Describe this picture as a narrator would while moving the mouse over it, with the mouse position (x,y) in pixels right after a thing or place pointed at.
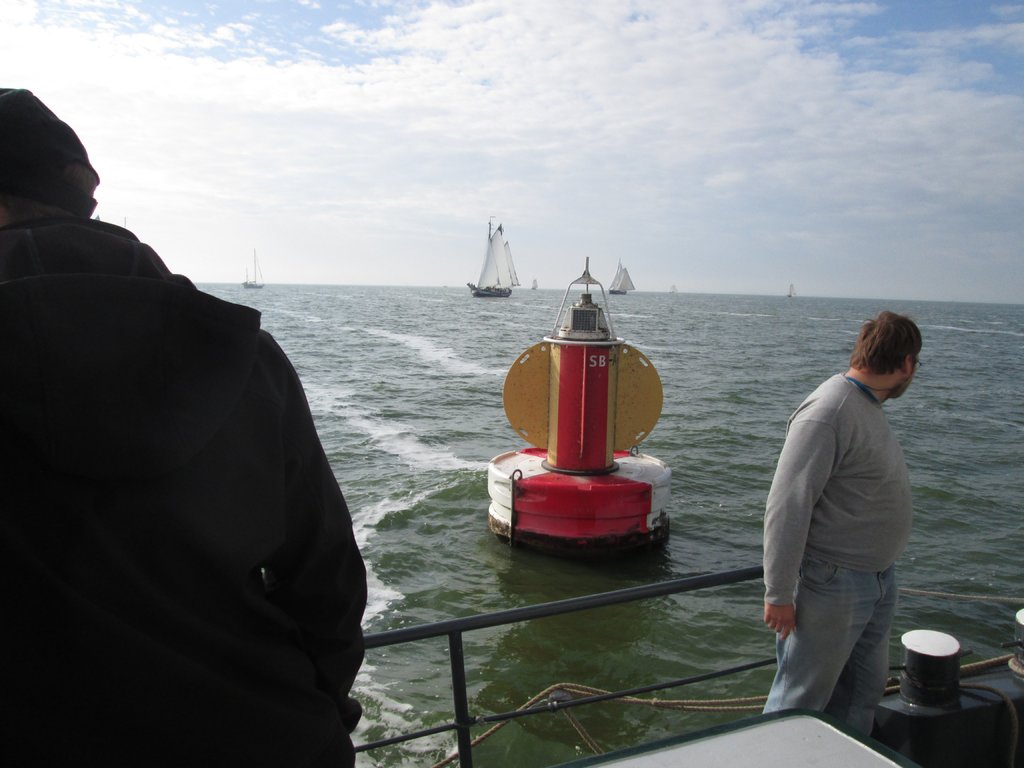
In this picture I can see some boats (504,247) on the water (781,380). In the center (611,342) there is a buoy (616,390) which is rocket shaped. On the right (882,492) there is a man (811,500) who is standing near to the fencing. On the left (180,479) there is another man (157,440) who is wearing jacket (125,362) and cap (46,155). At the top (532,162) I can see the sky (984,31) and clouds (239,245).
